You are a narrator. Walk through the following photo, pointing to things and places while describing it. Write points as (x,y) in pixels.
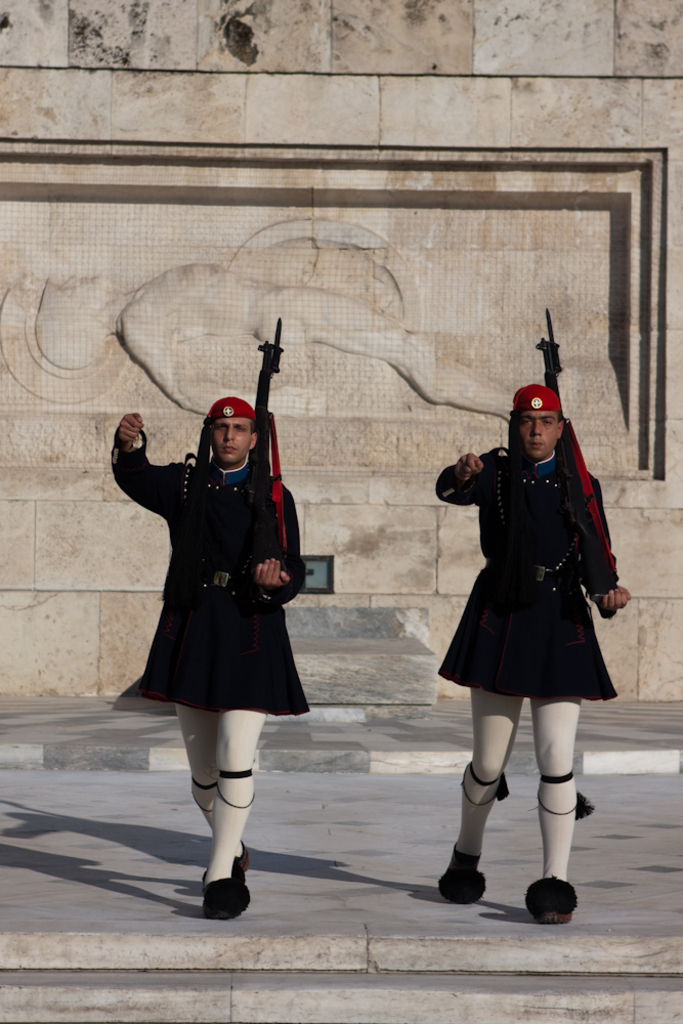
In this picture I can see couple of them (533,567) walking and holding guns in their hands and looks like a building (402,245) in the back (524,375) and I can see carving (331,263) on the wall (246,198).
